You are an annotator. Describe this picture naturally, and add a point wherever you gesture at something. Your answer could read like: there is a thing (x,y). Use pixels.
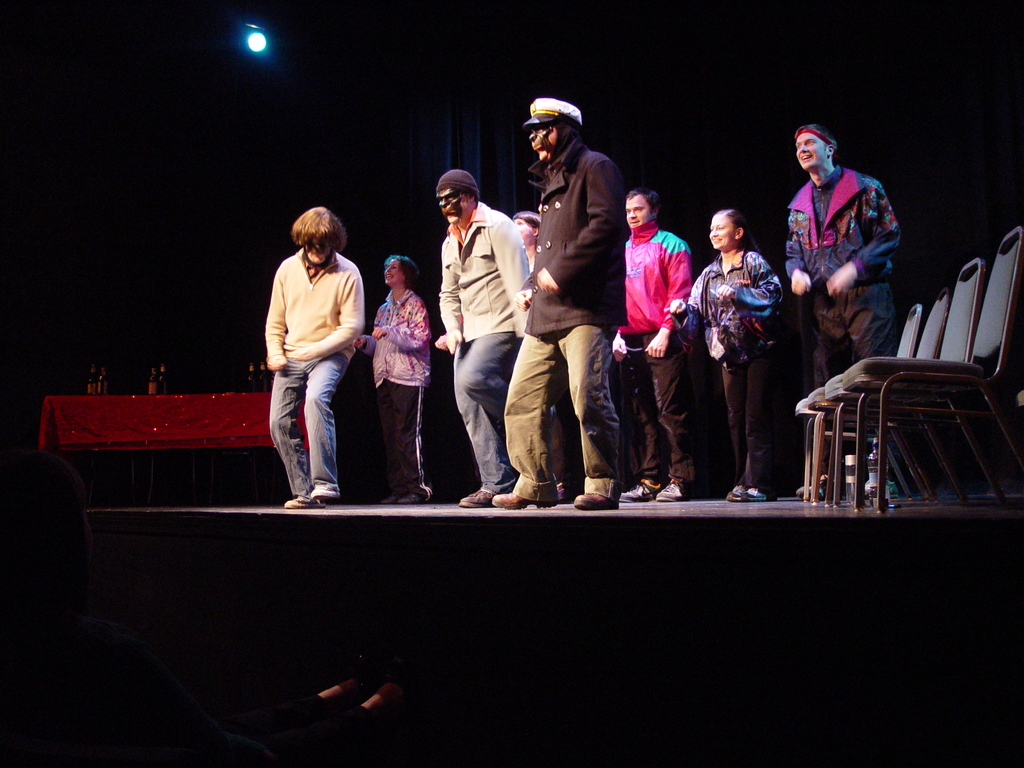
Background (45,166) portion of the picture is completely dark. We can see a light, table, cloth (177,435) and objects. In this picture we can see the people (541,126) and looks like they are dancing on the platform (1006,508). On the right side of the picture (982,285) we can see the chairs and few objects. Bottom portion of the picture (787,593) is completely dark.
